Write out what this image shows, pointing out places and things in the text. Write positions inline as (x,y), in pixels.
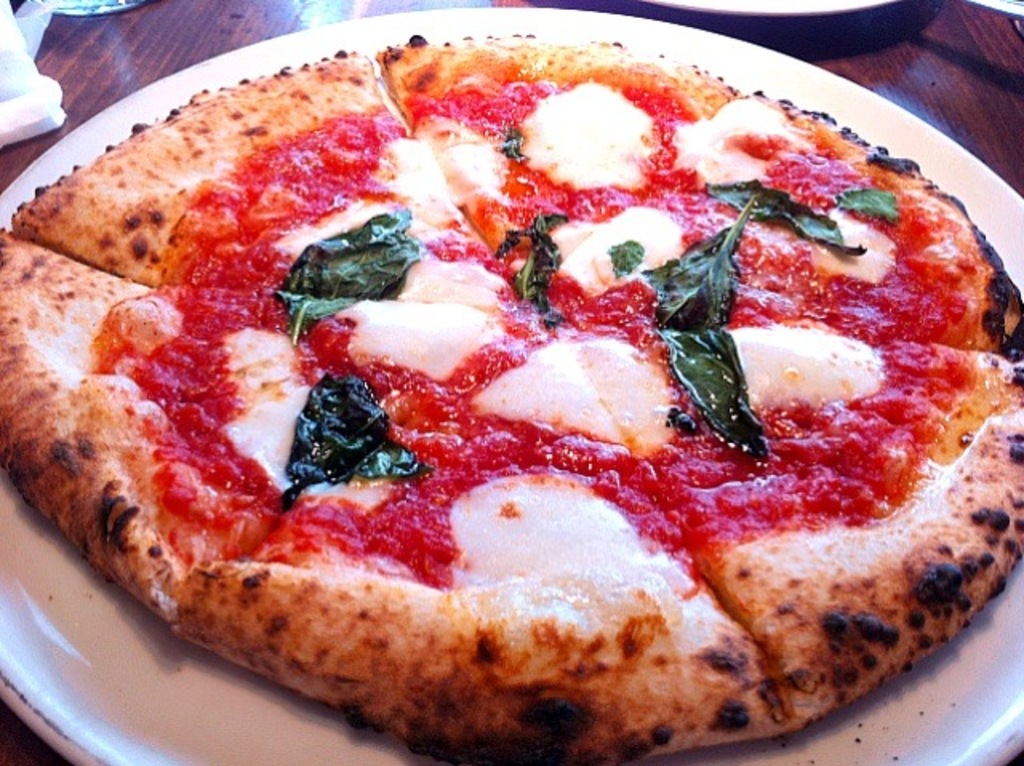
A pizza (196,395) garnished with tomato sauce (766,303) and few basil leaves (365,268) is on a plate (137,636). The plate (209,765) is on a table (185,57).
